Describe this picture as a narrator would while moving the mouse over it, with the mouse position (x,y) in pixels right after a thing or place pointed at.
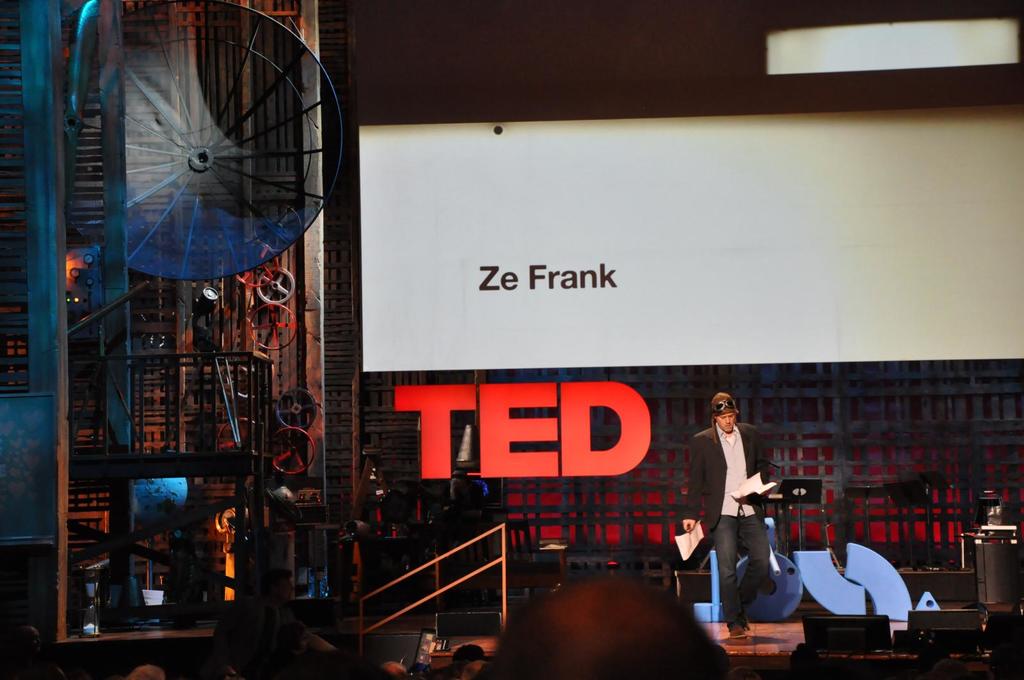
On the right side (718,525) there is a man (730,483) holding papers (695,536) in the hands (695,524) and standing on the stage (770,645). In the background (832,421) there is a metal frame (843,410) to which a white board (548,218) is attached. On the board (542,293) there is some text (557,289). At the bottom of this image (527,668) I can see few people (616,647). On the left side (130,374) there are many metal objects (215,388) and also I can see a circular object (245,123) which seems to be an antenna (240,100).
